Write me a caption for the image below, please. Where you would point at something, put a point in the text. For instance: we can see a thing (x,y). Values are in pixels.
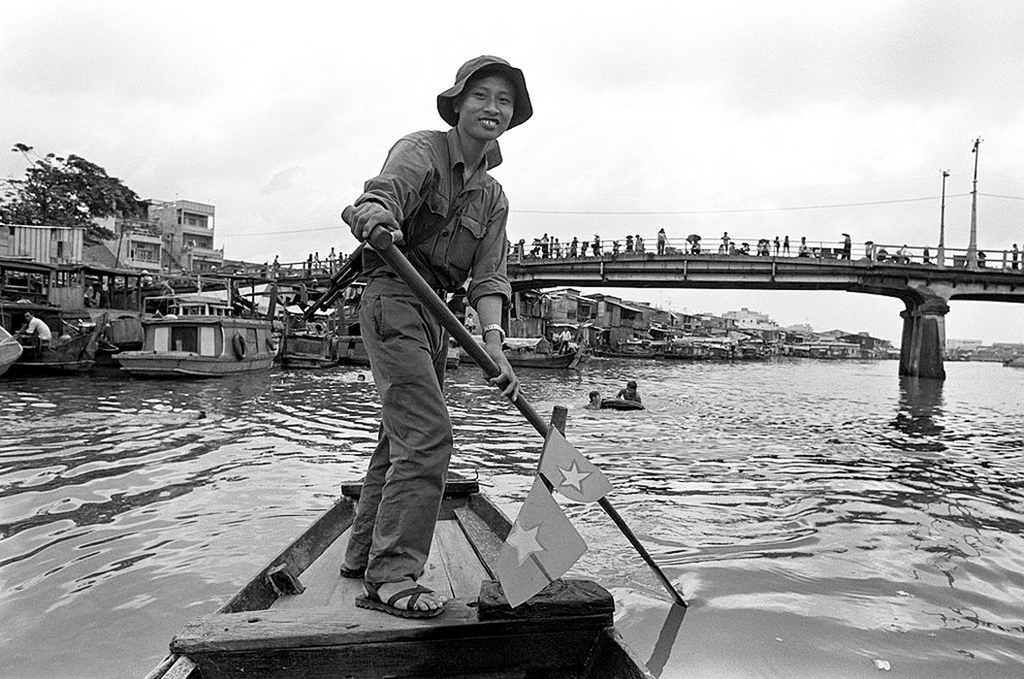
In this image we can see a lady (433,262) wearing cap (481,64), watch (493,330) and gun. And she is holding a paddle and standing on a boat (454,627). And there is water (239,432). Also there are many boats (283,348) on the water (626,463). And there is a bridge (601,255) with pillar (937,327). And there are many people (636,245) on the bridge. On the left side (75,201) there is a tree (120,205). Also there are buildings (211,233). In the background (354,185) there are buildings (805,332) and sky (684,116).
